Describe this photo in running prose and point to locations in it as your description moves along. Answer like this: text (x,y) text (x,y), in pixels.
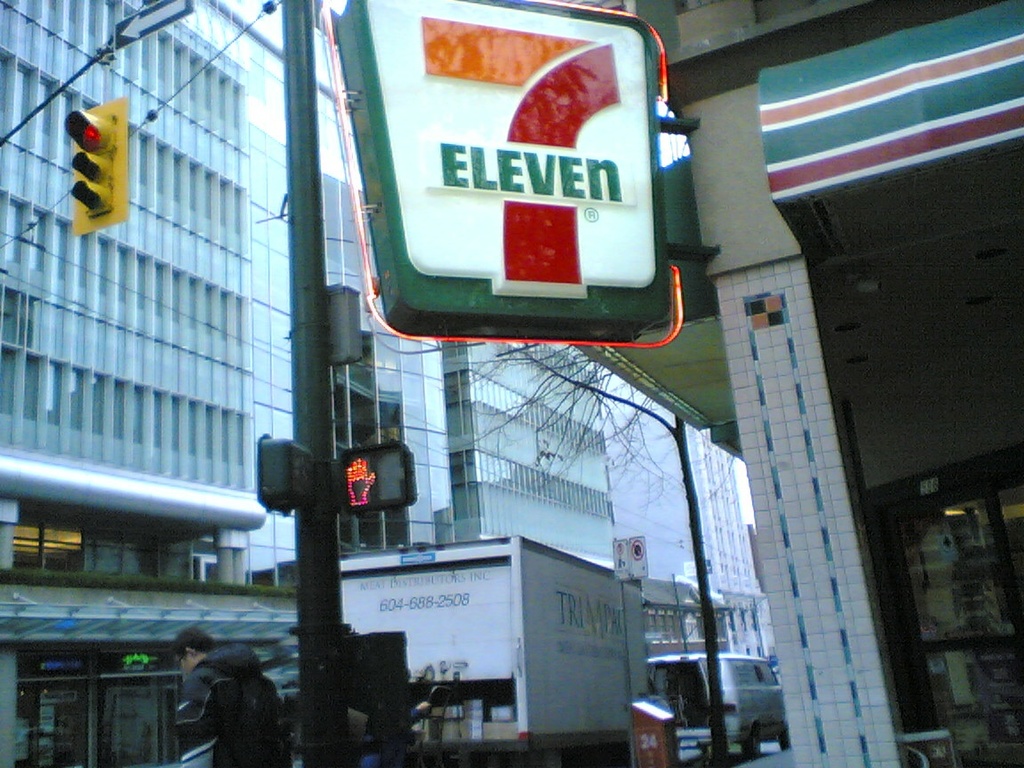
There is a sign pole (417,158) in the foreground (481,343), there are vehicles (556,564), buildings (169,359), a person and a stall (829,591) in the background area (660,513), there are poles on the left side (2,139).
